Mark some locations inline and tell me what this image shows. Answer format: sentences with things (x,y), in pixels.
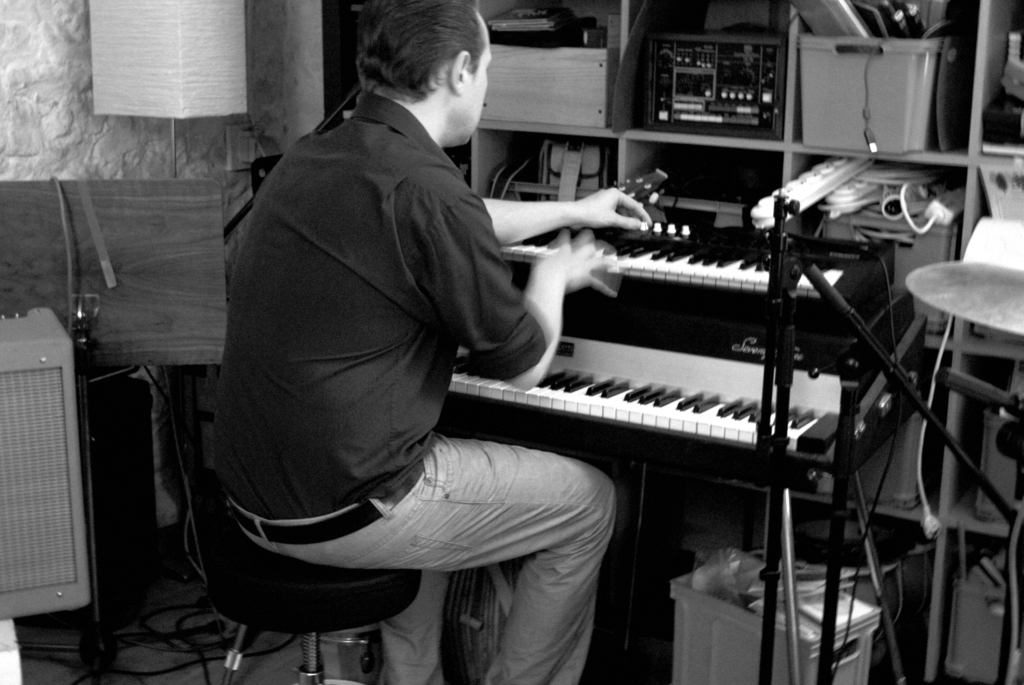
There is a man (347,396) sitting on the stool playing a piano (592,289) in front of him. There is a equipment (700,88) placed in the shelf (662,85). In the background (210,89) there is a lamp (152,80) and a wall (66,103) here.
